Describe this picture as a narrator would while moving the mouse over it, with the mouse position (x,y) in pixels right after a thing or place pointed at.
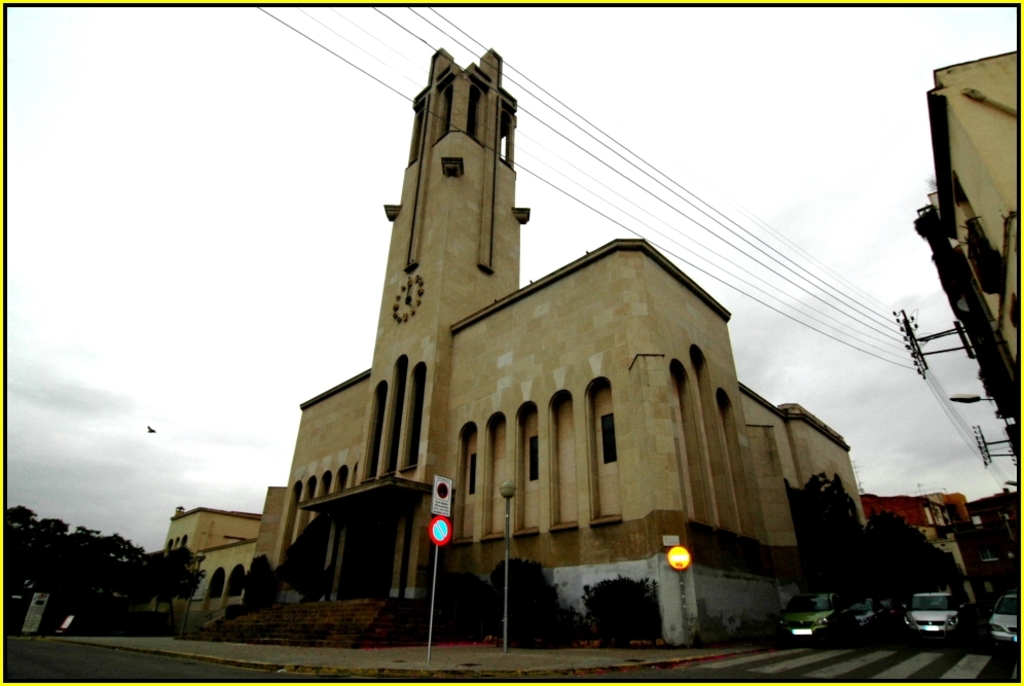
In this image we can see a building (436,449) with arches (419,400), pillars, clock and steps (356,614). Near to the building (340,555) there are plants (551,598). Also there is a pole (435,560) with a sign board (436,514). On the right side (900,650) there is a road (880,650). On the road (900,650) there are vehicles (937,597). Also there are trees (881,515), building (929,508) and electric poles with wires (872,321). On the left side (143,572) there are trees (151,562) and a road (103,658). In the background (355,220) there is sky (702,166).
